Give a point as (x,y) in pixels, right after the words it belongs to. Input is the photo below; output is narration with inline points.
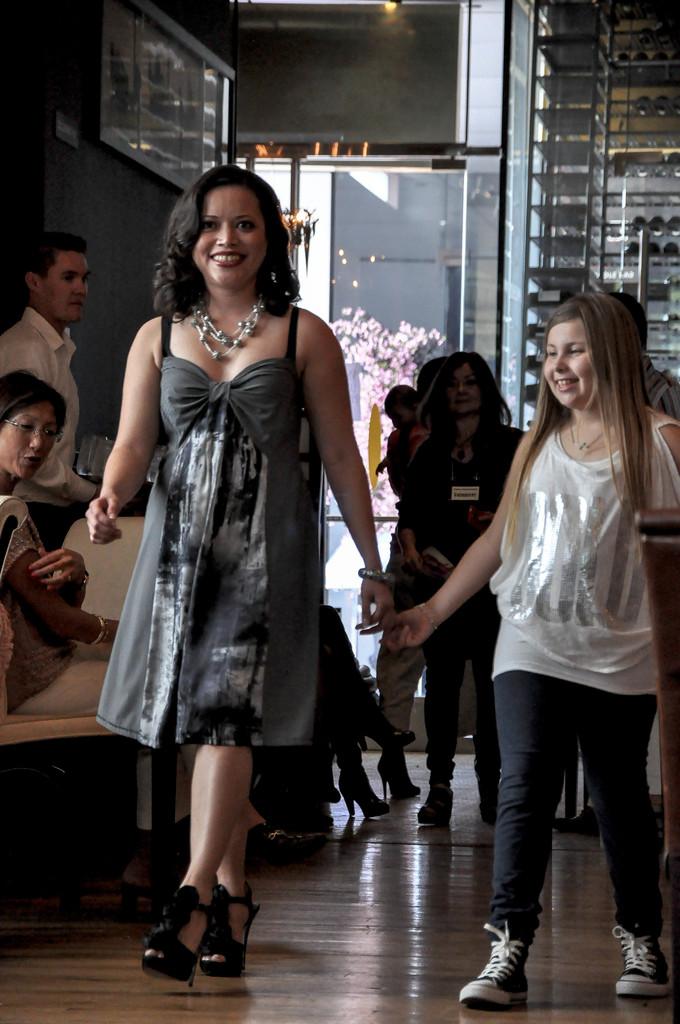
In this image there are people (524,538) walking, on the left side (55,714) there is a bench (40,733), on that bench (50,721) a woman (62,655) is sitting, beside that women (38,601) there is a man (43,284) standing, in the background (506,234) there is a wall (464,204) to that wall (458,234) there is a door (456,242).
